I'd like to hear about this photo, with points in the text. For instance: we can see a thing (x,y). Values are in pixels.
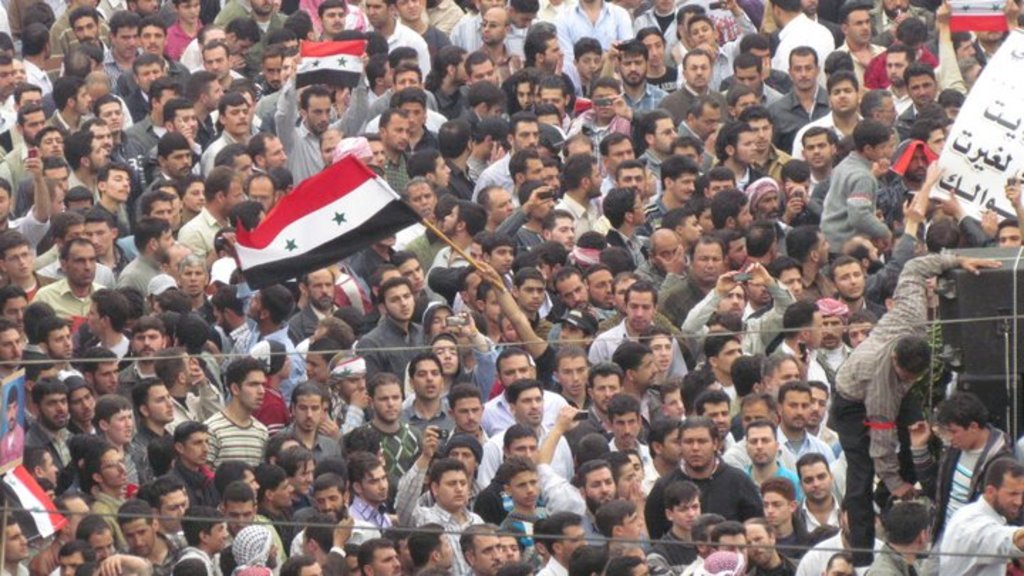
Here we can see crowd (592,333) and they are holding flags (961,16) with their hands (944,30).
